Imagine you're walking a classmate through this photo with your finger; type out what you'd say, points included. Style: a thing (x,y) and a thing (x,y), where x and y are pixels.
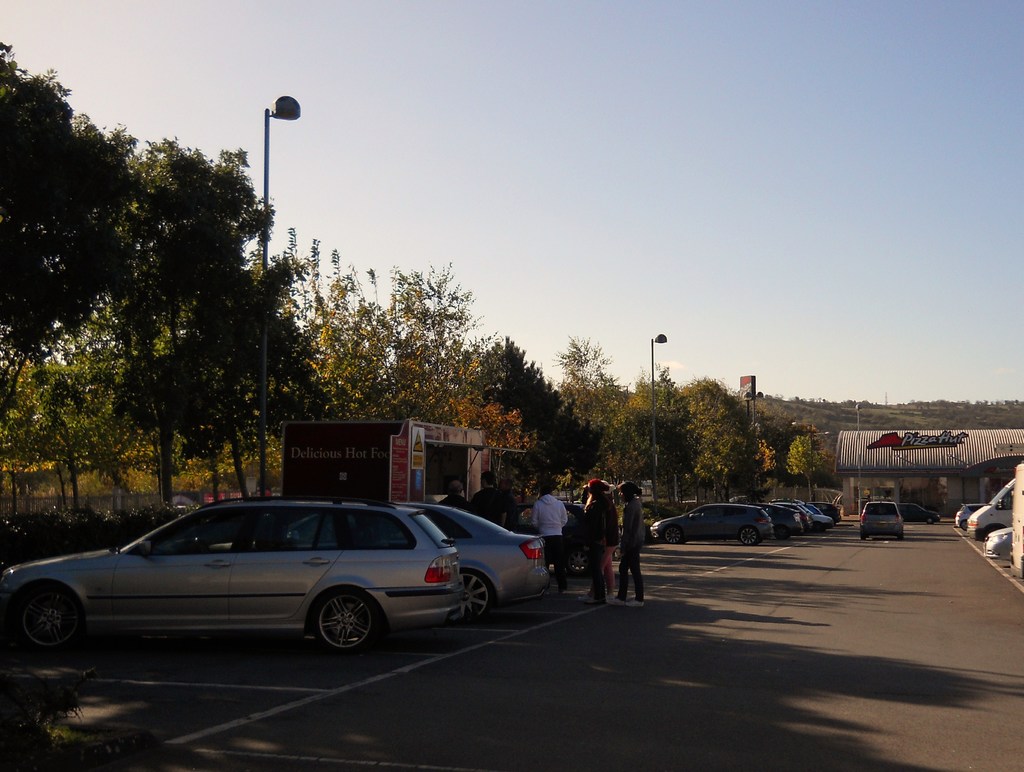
In the image I can see the cars (712,518) parked in a parking space (1003,570). I can see a few persons (493,500) standing on the road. In the background (932,500), I can see a shed housing construction (922,463). I can see the trees (612,401) and light poles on the left side (205,400). The sky (723,208) is clear.
